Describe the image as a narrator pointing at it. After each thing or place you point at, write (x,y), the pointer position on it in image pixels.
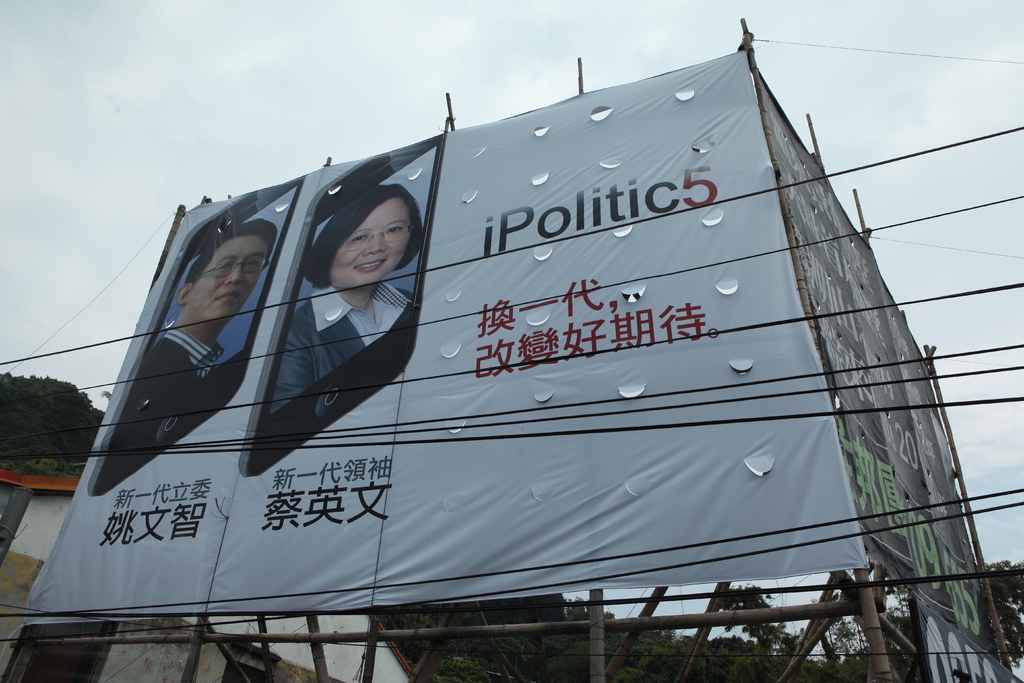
In this picture I can see hoardings (626,416), cables (771,325), there are trees (824,679), and in the background (338,42) there is sky (493,108).
